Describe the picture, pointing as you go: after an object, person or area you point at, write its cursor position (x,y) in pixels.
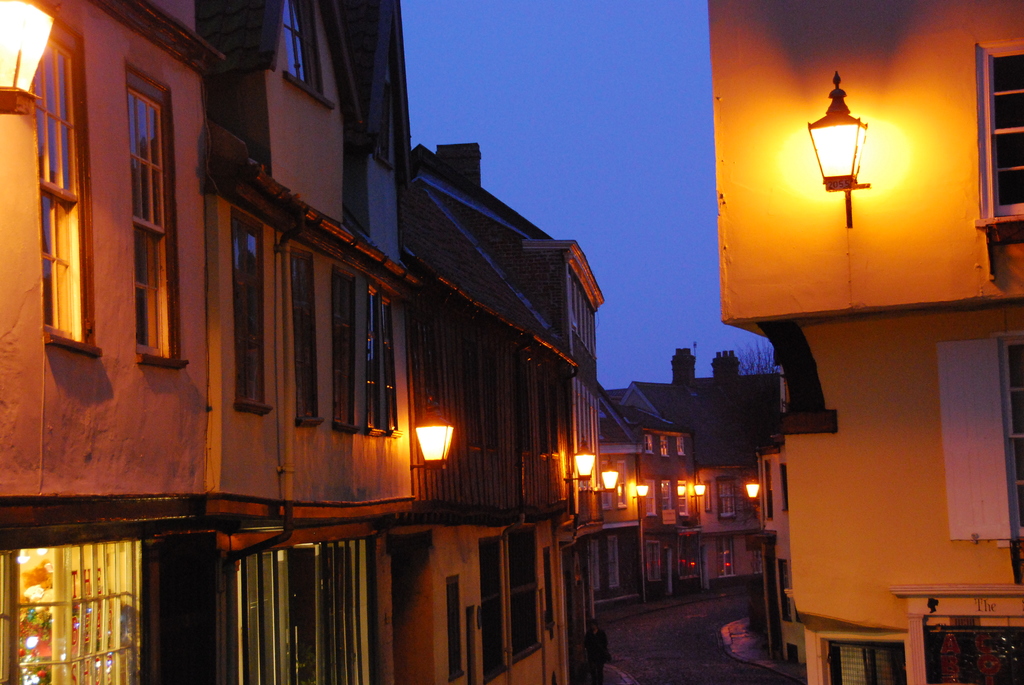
In this image, we can see buildings (249,433), lights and trees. At the bottom (666,636), there is road (682,613) and at the top (512,117), there is sky (512,117).
